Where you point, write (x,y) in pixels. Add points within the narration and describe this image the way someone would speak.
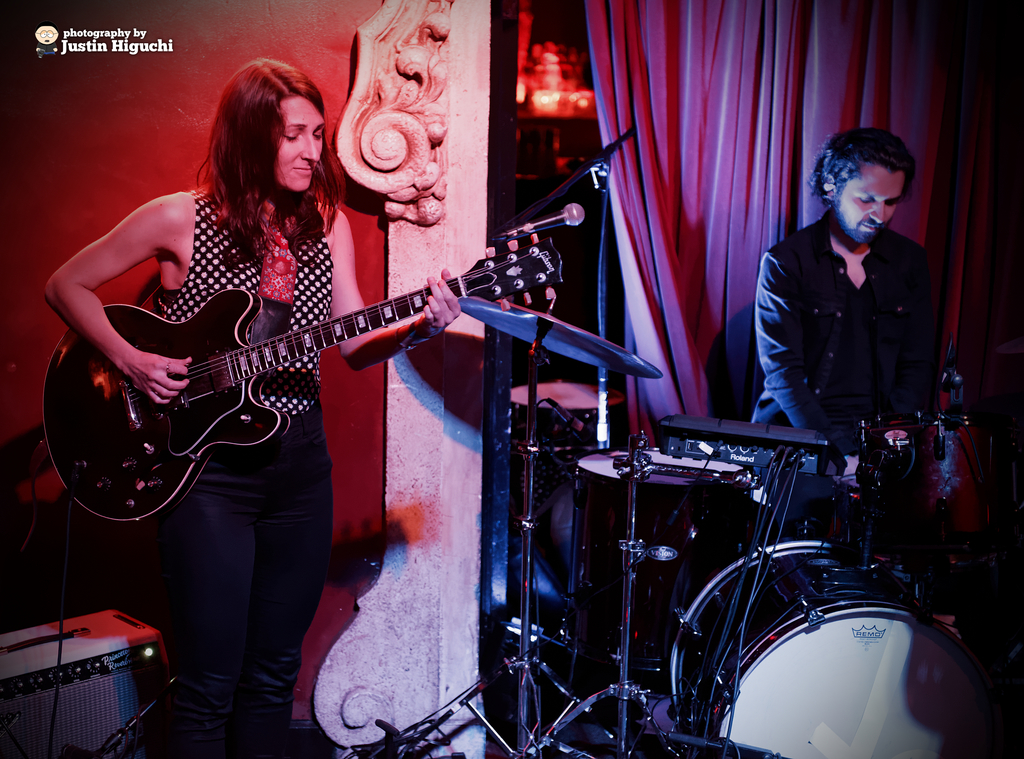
As we can see in the image there is a red color wall (119,90), curtain (745,90), two people (320,312) over here. The women (322,282) on the left side (215,346) is holding guitar (235,360) and the man (898,348) on the right side (877,201) is sitting and playing musical drums (922,467).
